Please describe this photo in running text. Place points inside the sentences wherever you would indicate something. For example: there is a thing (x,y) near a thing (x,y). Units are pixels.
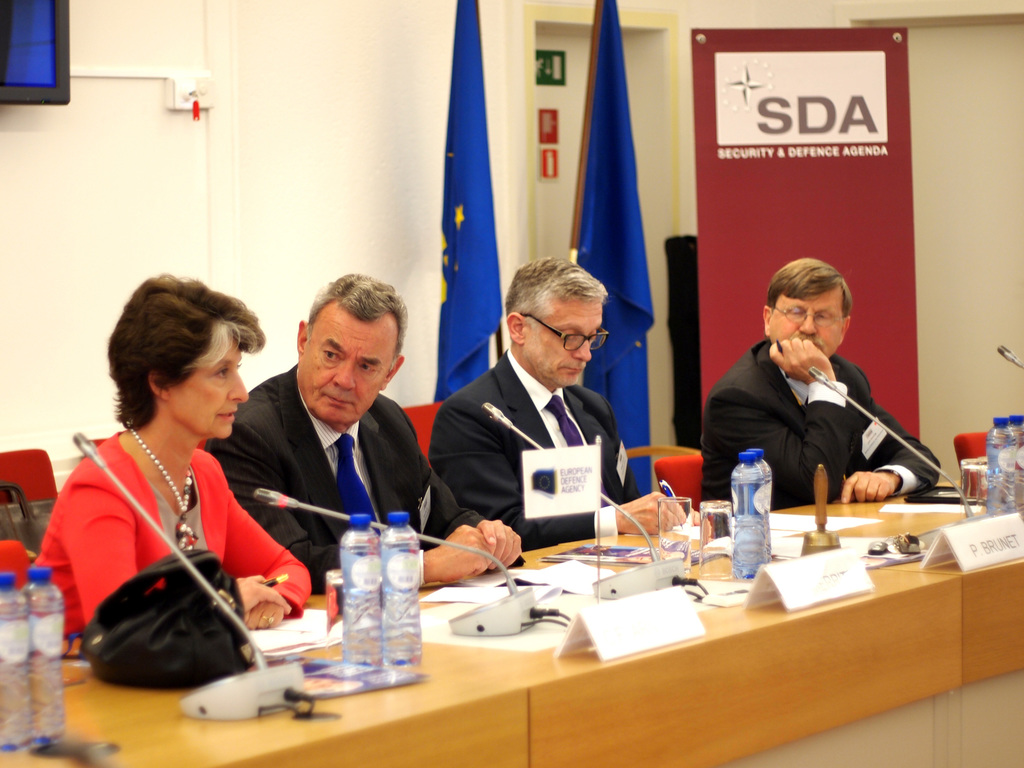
In this image we can see four persons (129,515) sitting on the chairs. Here we can see three men (761,371) wearing a suit (722,427) and a tie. Here we can see a woman (224,487) on the left side (225,401) and she is speaking. Here we can see the wooden table (937,582). Here we can see the name plate boards (800,582), microphones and water bottles (370,586) on the table (533,554). Here we can see the flags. Here we can see a television (33,78) on the wall (85,90) on the top left side (24,44).
